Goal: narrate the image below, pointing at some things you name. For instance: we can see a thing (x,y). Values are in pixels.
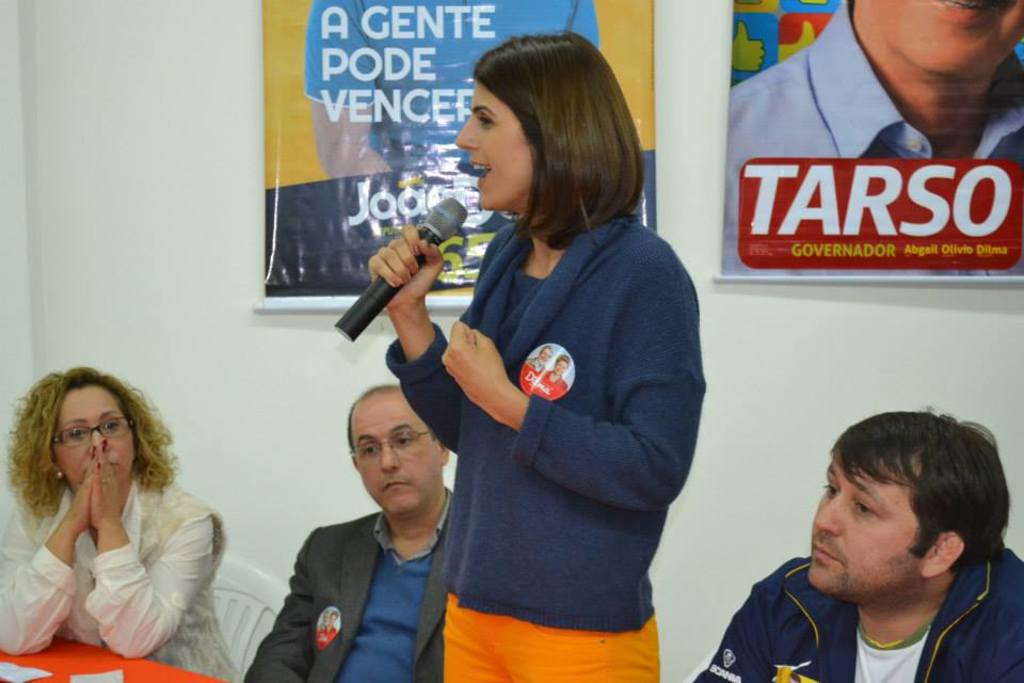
This picture shows a woman (532,257) standing and speaking with the help of a microphone (349,335) and we see few people (316,678) seated and we see posters (960,261) on the wall (680,238).
